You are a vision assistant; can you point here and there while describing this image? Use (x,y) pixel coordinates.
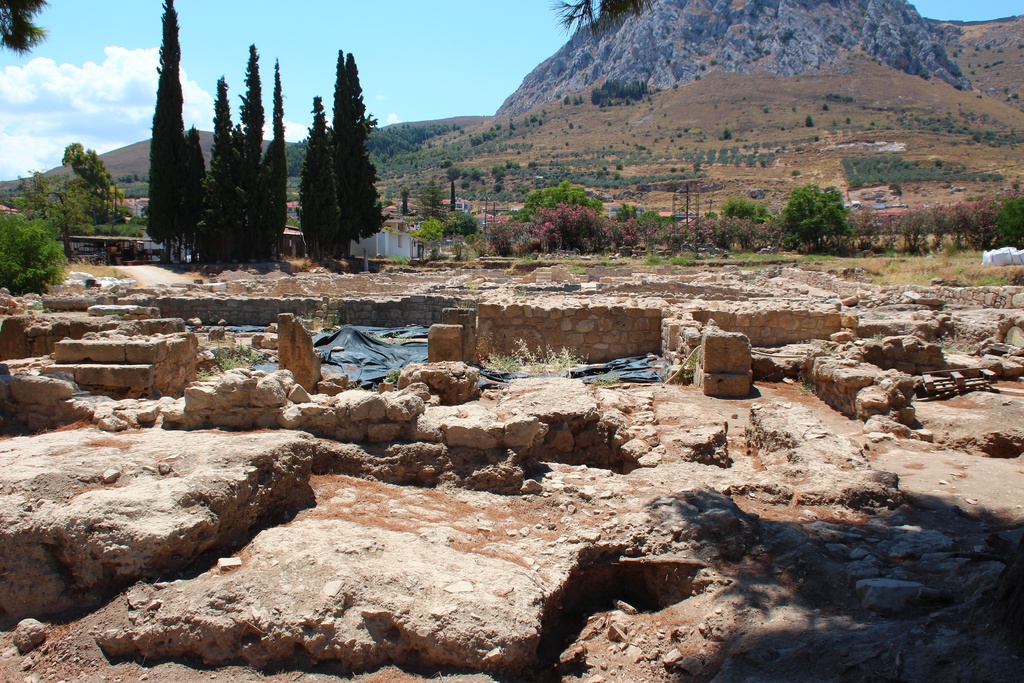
In this picture we can see stones (387,429) and in the background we can see trees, mountains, houses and the sky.
